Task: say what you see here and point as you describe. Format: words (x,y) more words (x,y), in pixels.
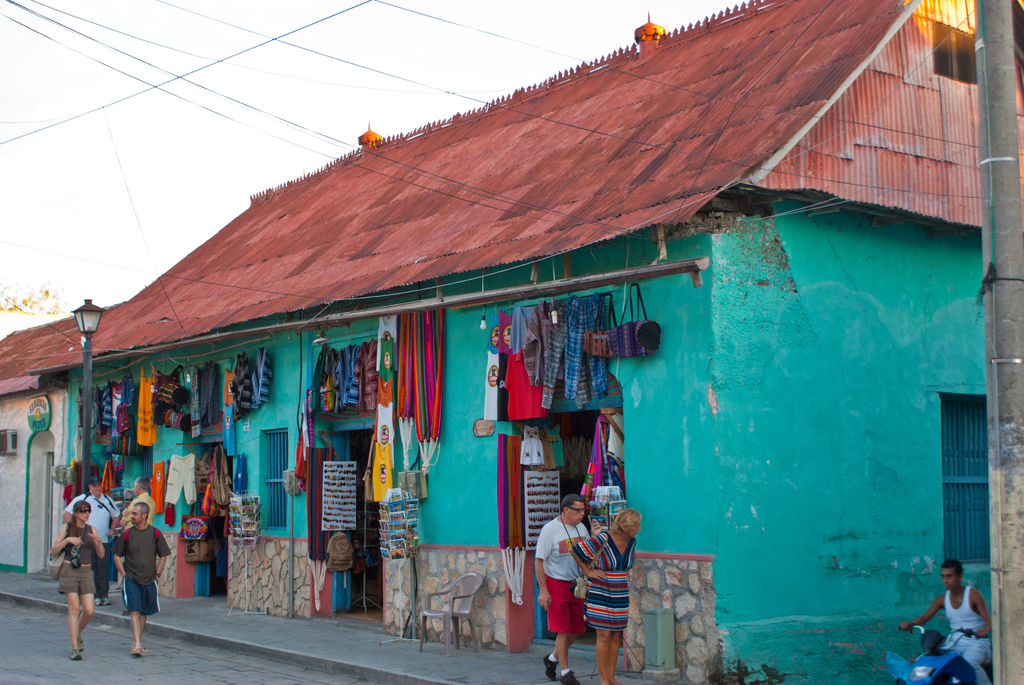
In the center of the image (381,231) there are houses (449,503). There are clothes (194,403) on the walls (274,410). There are people (75,585) walking on the road (178,664). There is a light pole (94,320). At the top of the image (283,39) there is sky (35,62), electric wires (519,42). To the right side of the image (1015,623) there is a pole (1016,642).
